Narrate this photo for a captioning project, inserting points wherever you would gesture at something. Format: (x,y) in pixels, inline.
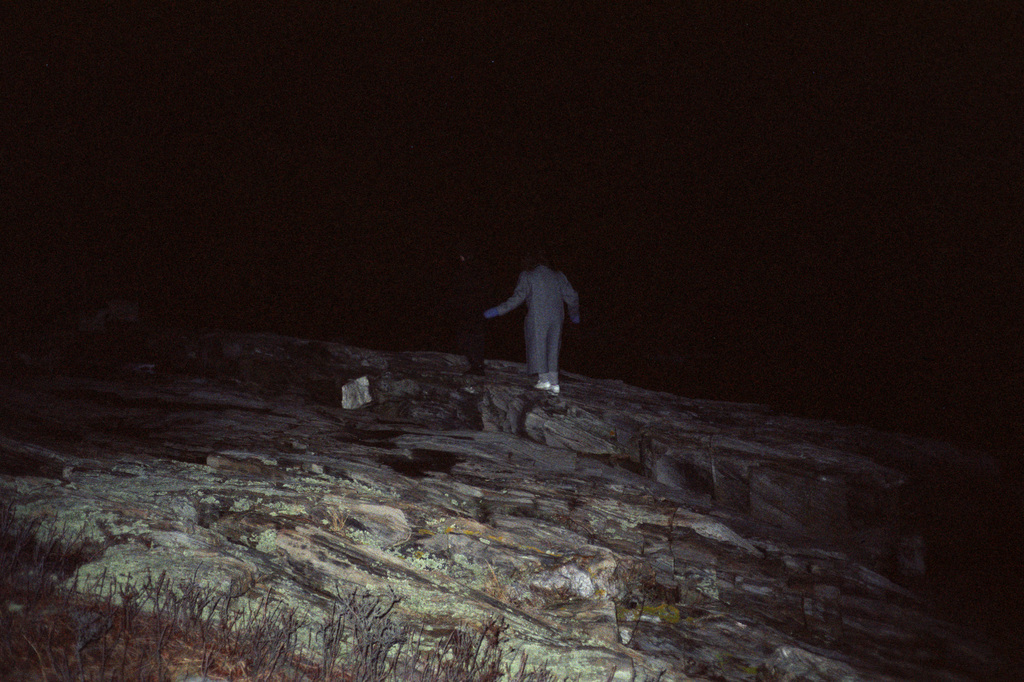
This picture is taken during night, a person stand on rock (581,564) in the middle (537,289), at the top (253,207) I can see darkness (845,160).
